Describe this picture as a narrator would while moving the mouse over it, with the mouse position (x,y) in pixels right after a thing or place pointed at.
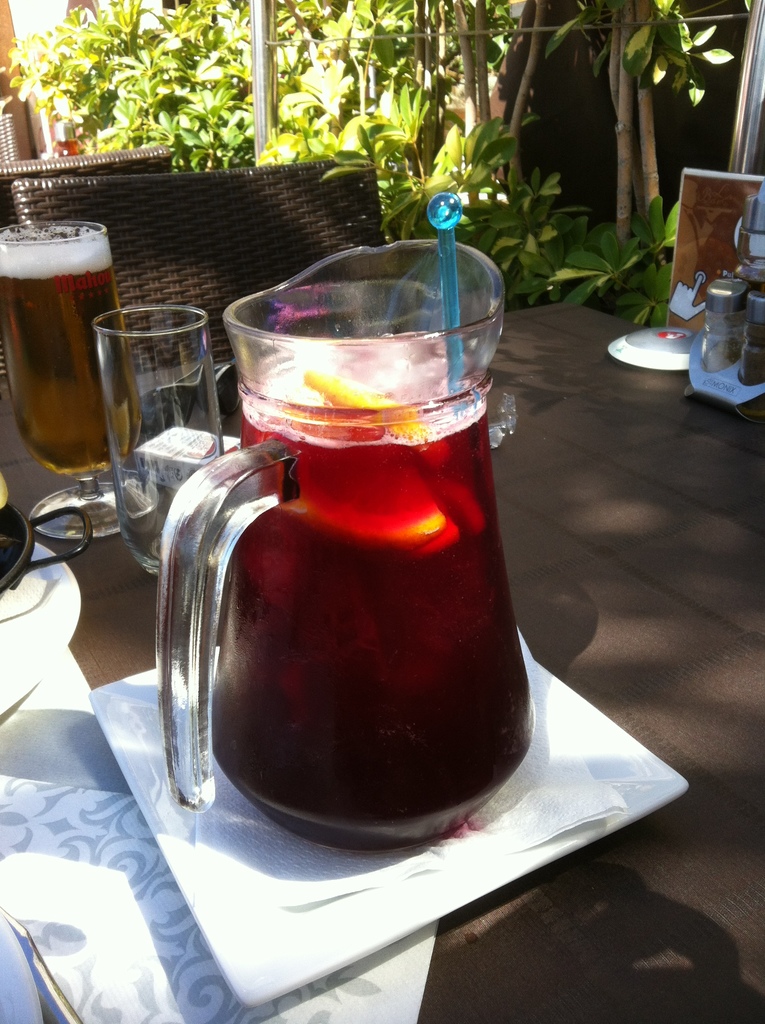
In this image there is a jar (396,470), glass (159,361), plate (622,762), tissues (576,811) on the table (681,710). There are chairs (140,231) behind the table (516,353). At the back (422,72) there are trees (350,63).
